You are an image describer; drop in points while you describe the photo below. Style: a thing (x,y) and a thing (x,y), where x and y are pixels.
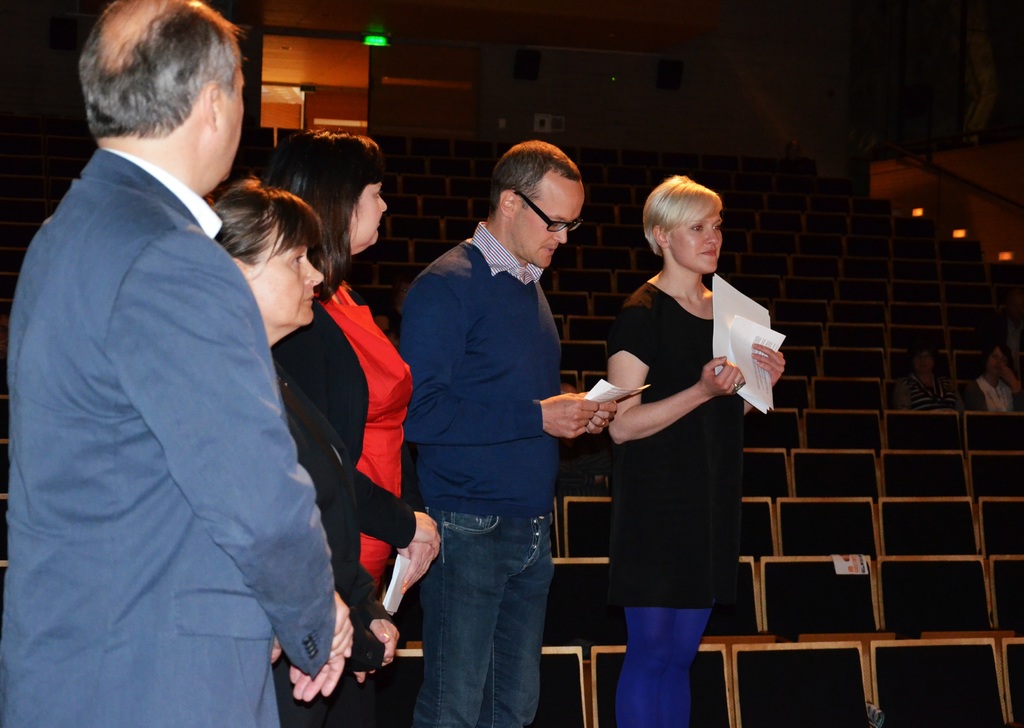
Front portion of the image we can see people (181,390) are standing, among them three people (402,348) are holding papers (751,371). Background of the image (967,343) we can see chairs (831,333) and lights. Right side of the image (973,395) we can see people (1001,368) are sitting on chairs (963,384).
